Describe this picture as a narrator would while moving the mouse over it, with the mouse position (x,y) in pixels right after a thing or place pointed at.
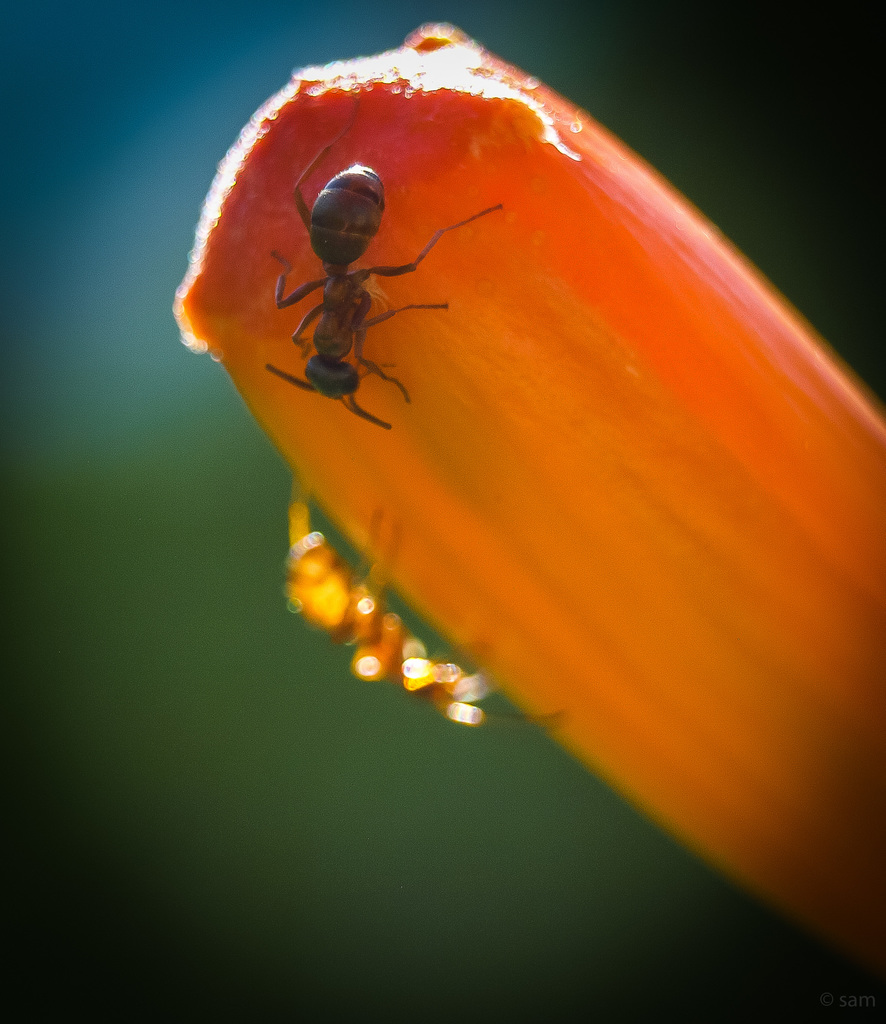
This picture contains a flower petal (432,531), which is orange in color. On the flower petal (391,398), there are two ants (325,230). In the background (352,704), it is green in color and it is blurred in the background (289,726).
